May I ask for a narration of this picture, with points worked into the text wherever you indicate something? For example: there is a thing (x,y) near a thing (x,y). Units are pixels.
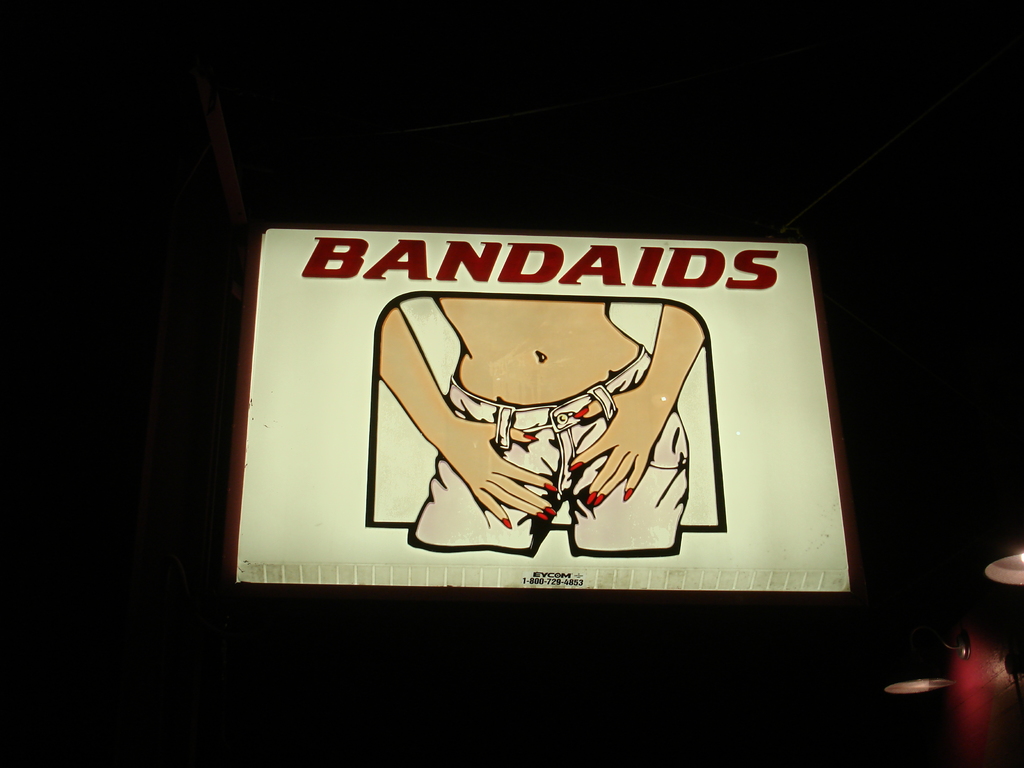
In the center of the image (461,288), we can see a board (394,425) and there is some text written on it and we can see some objects (963,647) and the background (902,628) is dark.
